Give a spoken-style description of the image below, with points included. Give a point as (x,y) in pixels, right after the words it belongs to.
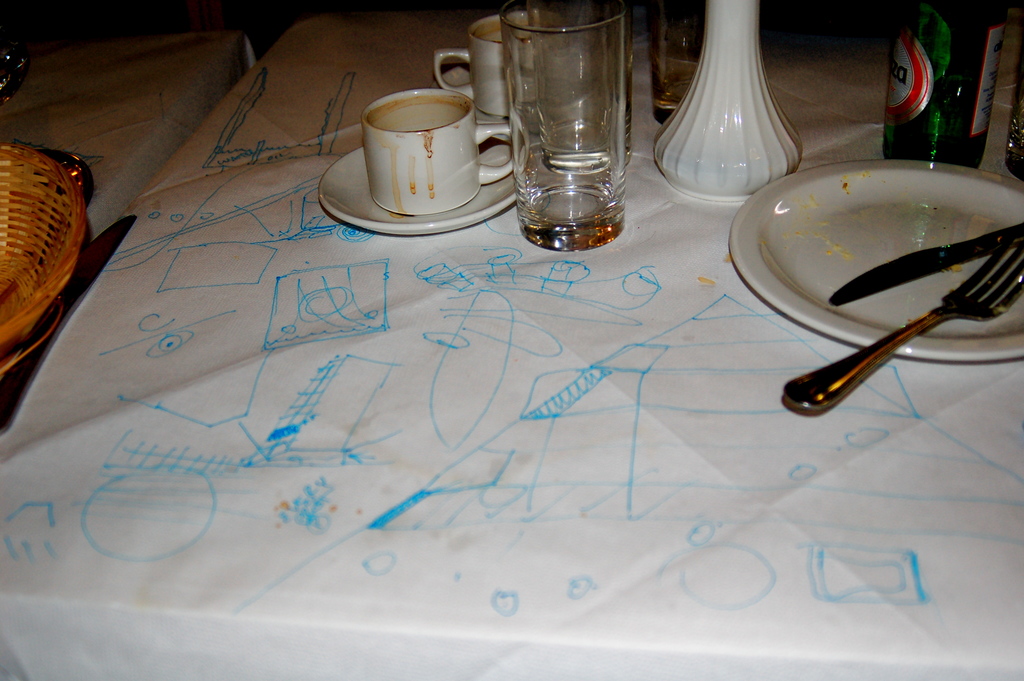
There is a table (797,374). There is a glass (599,225), bottle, plate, cup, saucer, fork (811,396) and knife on a table (611,270). We can see in background (60,94) another table (60,94).
